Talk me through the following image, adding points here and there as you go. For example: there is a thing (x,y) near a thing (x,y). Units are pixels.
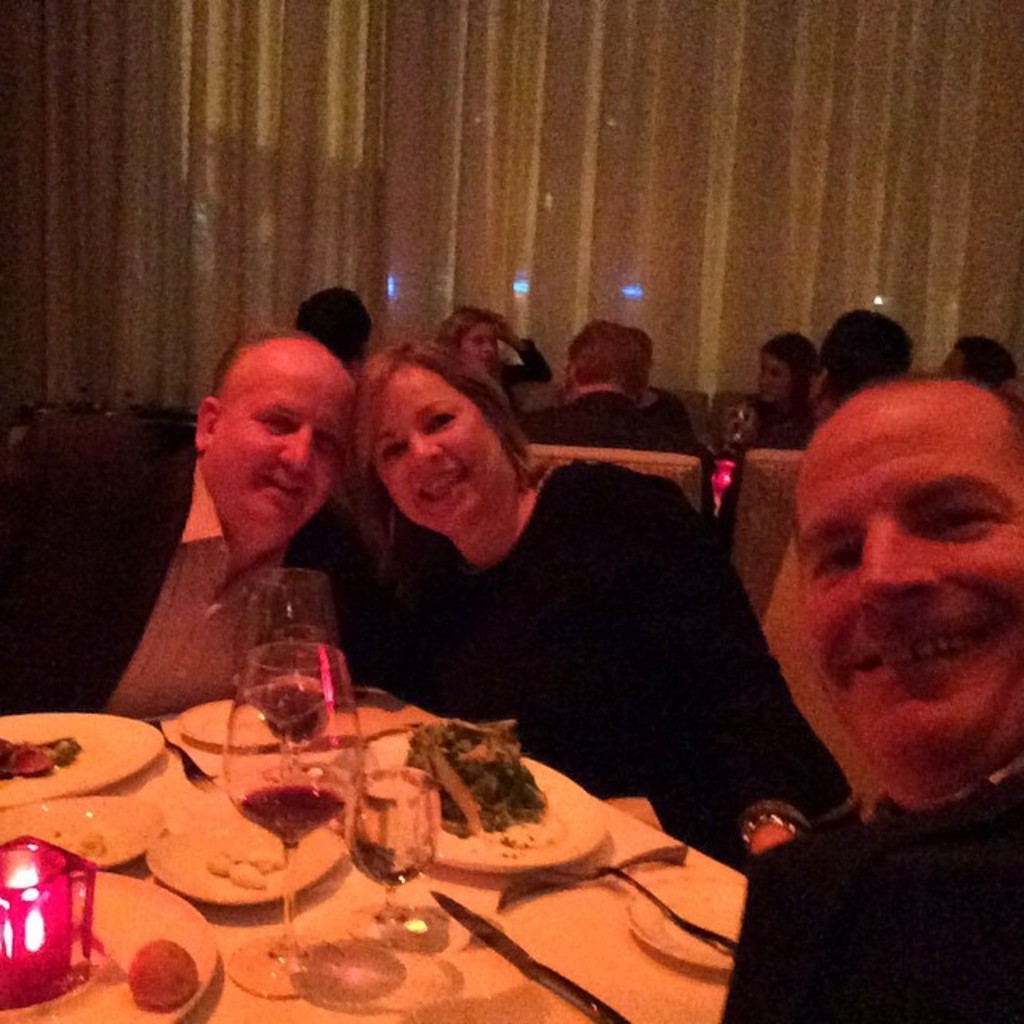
In this image I can see three people (480,701) sitting in-front of the table (362,899). On the table (360,912) there is a plate (553,834) with food (495,789) and the glasses (414,919). In the background (525,292) there are people (692,433) sitting and the curtain (539,202).
